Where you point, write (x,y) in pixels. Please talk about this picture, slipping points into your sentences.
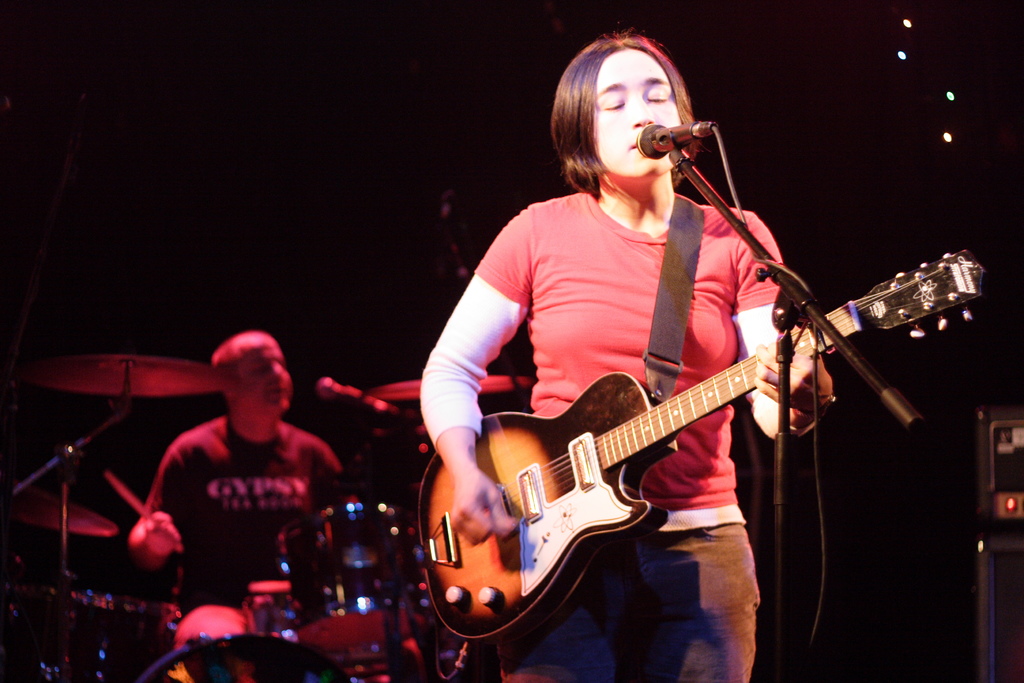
On the background of the picture (324,102) it's very dark. Here we can see a person (767,392) standing in front of a mike (657,139), playing a guitar (591,491). On the background (291,466) we can see one man (230,545) playing drums (291,616).
